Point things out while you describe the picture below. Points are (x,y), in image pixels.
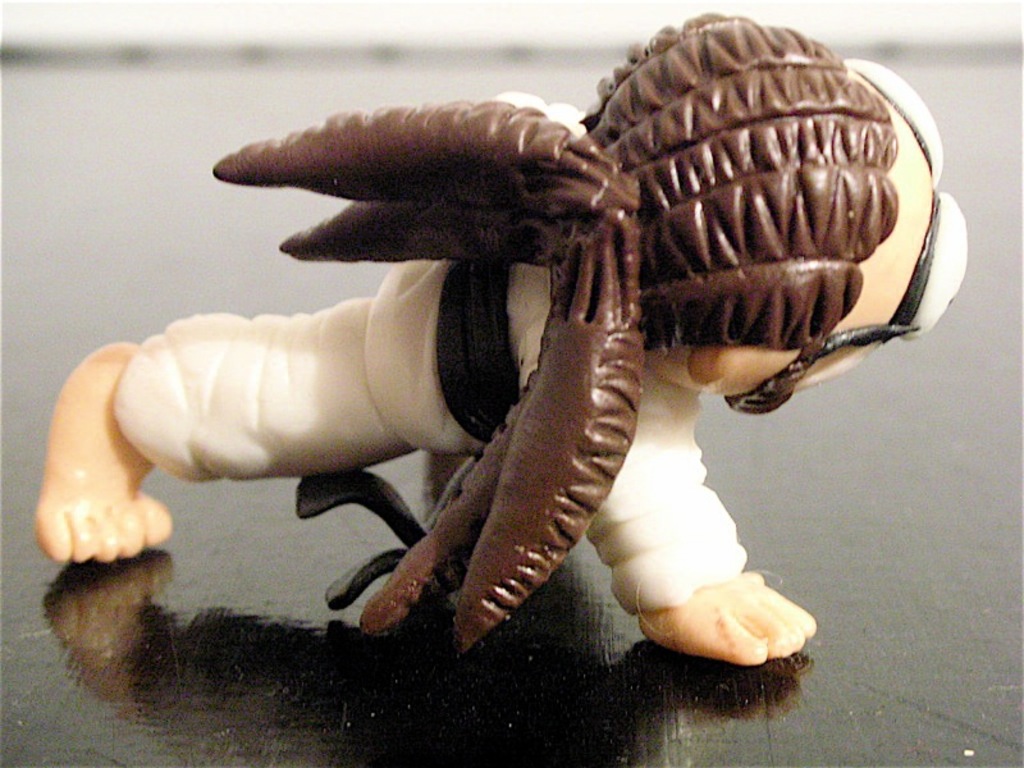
In this image I can see the toy (344,390) in brown, white, black and cream color. The toy (770,642) is on black color surface (838,651).
